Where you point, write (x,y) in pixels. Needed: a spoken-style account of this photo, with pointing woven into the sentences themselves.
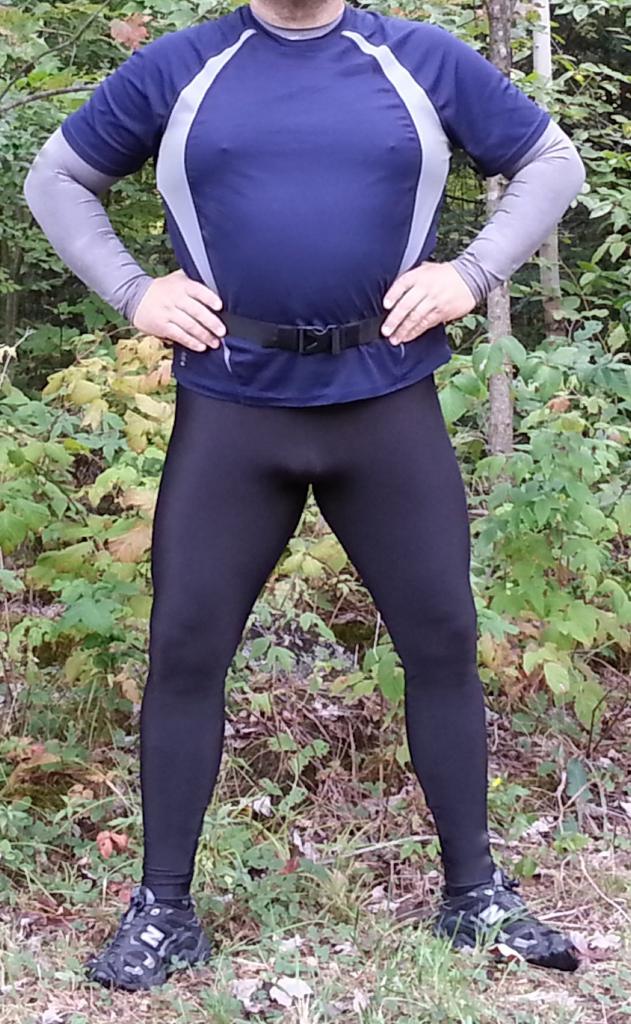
In this image I can see the person (213,507) standing and the person (399,221) is wearing blue and black color dress (399,221). In the background (612,483) I can see few plants (602,499) in green color.
